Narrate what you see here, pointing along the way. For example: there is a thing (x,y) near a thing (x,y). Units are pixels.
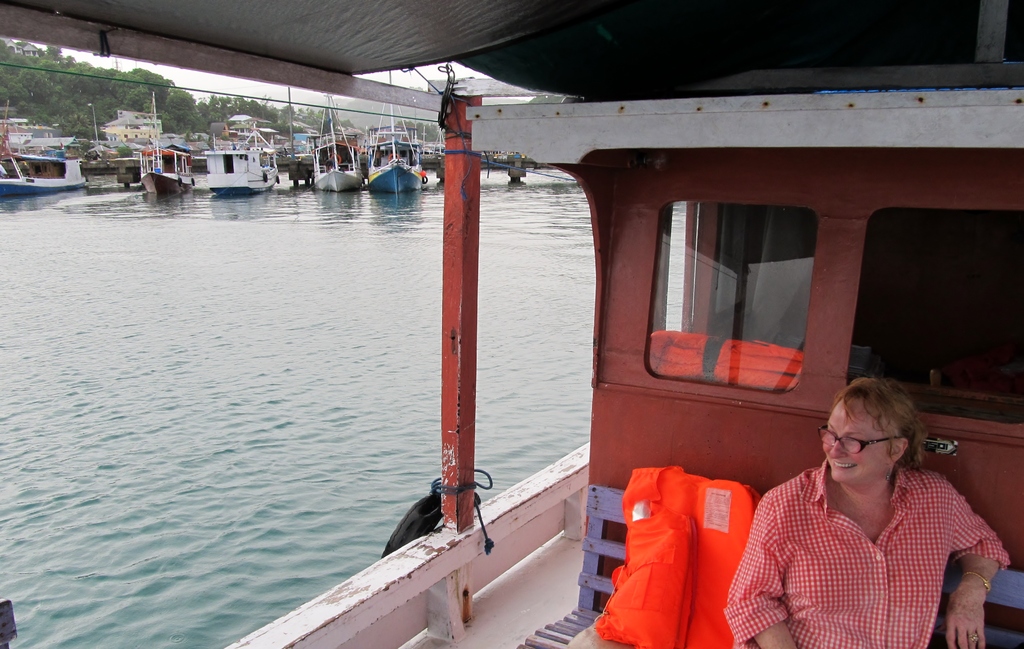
In the image, there is a woman (803,524) sitting on the bench (607,597) inside a boat (625,267) and she is enjoying the view and around that boat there are many other ships (398,154) and in the background (47,63) there are some trees (186,95).
